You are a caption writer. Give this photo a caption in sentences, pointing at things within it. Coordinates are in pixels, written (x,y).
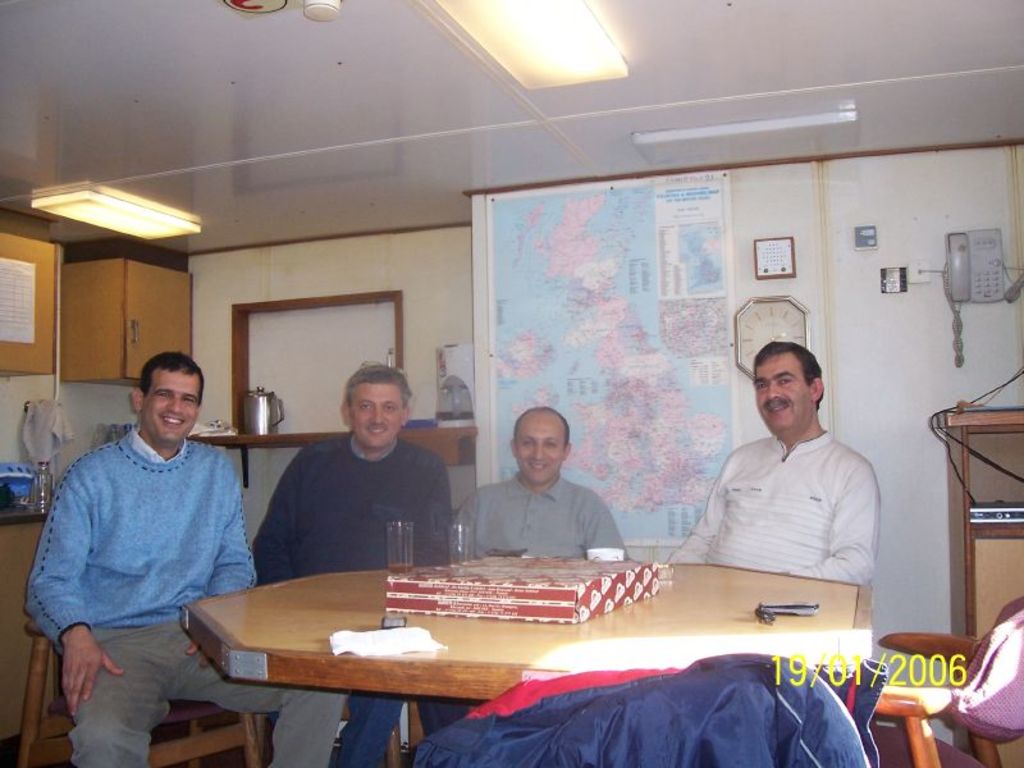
There are four persons (360,419) sitting and smiling. in front of them there is a table (676,637). On the table (766,630) there is a glasses (408,535) and box (528,602). In the background (329,279) there is a wall (434,281), map (568,361), clock (797,319), telephone (955,289), frame (244,324), cupboards (139,301). And on cupboard (275,440) there is a kettle (266,408). And on ceiling (617,41) there is a light (564,43).
